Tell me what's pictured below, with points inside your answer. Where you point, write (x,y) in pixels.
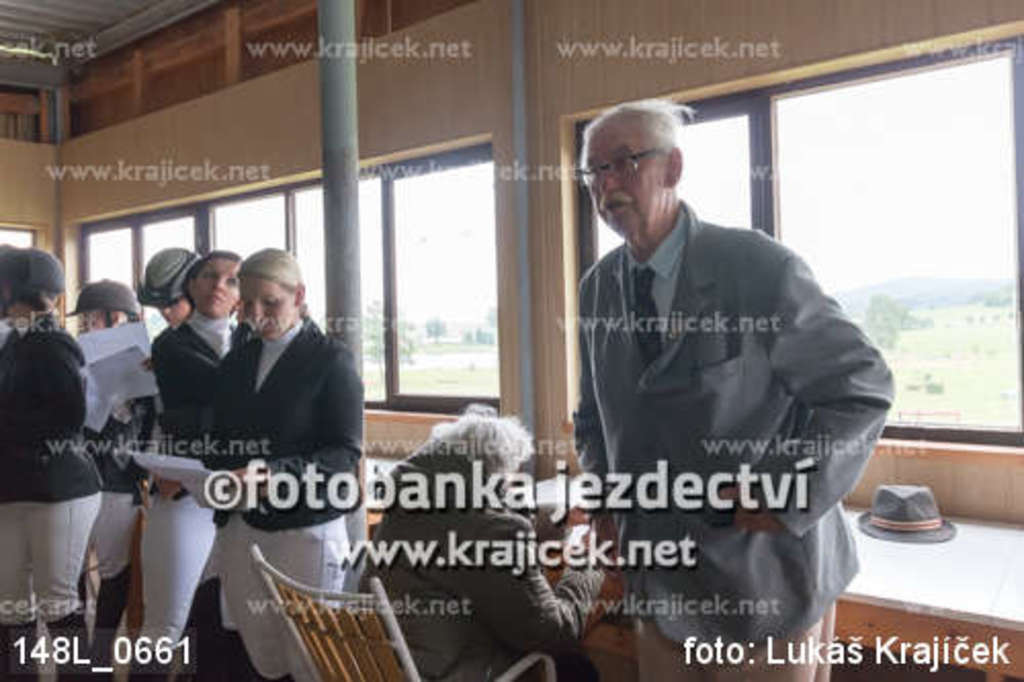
This is an inside view of a room (391,109). On the right side (695,473), I can see an old man (678,443) wearing jacket (754,349), standing and looking towards the left side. Beside him there is a person (461,654) is sitting on the chair (365,628). On the left side (36,391) there are few people (130,312) standing, holding papers (125,376) in their hands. At the back of these people (267,455) there is a pole (338,251) and also I can see the windows (445,200) to the wall (417,94). On this image I can see some text (456,540).
